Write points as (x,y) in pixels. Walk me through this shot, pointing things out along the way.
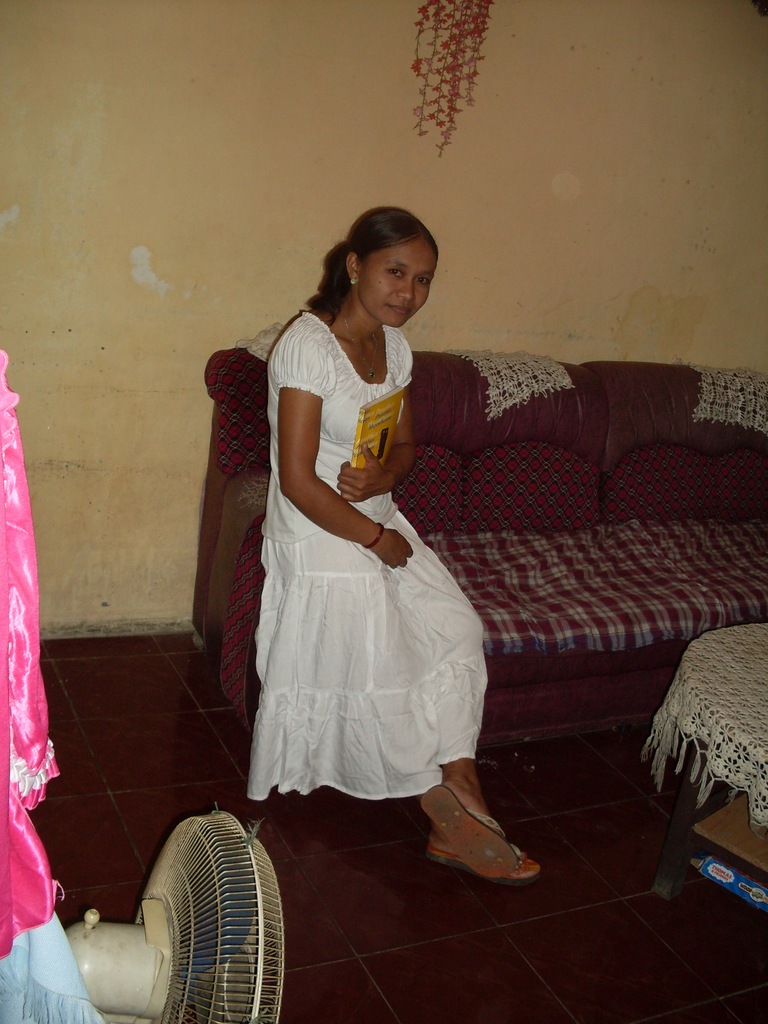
In this image I see a woman (282,739), who is sitting on the sofa (447,371) and she is holding a book (384,411), I can also there is a fan (112,1019) over here and the table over here. In the background (331,242) I see the wall (470,336).
